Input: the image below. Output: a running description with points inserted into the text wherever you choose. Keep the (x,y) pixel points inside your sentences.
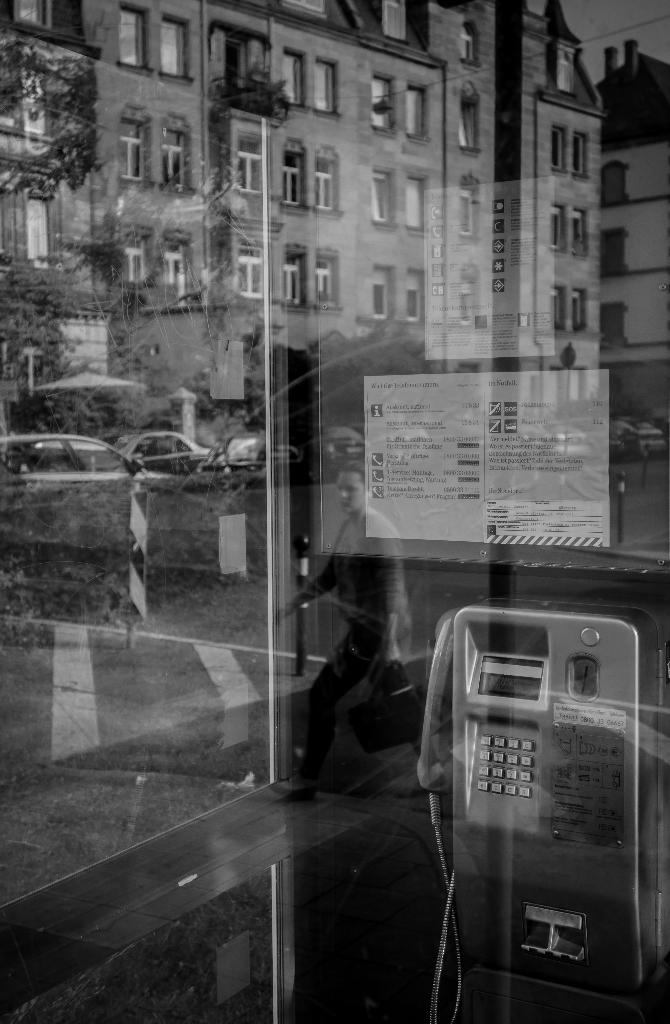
This is a black and white image. In this image we can see public telephone booth (443,539), buildings (391,164), windows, trees (134,299), motor vehicles (88,468) on the road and sky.
